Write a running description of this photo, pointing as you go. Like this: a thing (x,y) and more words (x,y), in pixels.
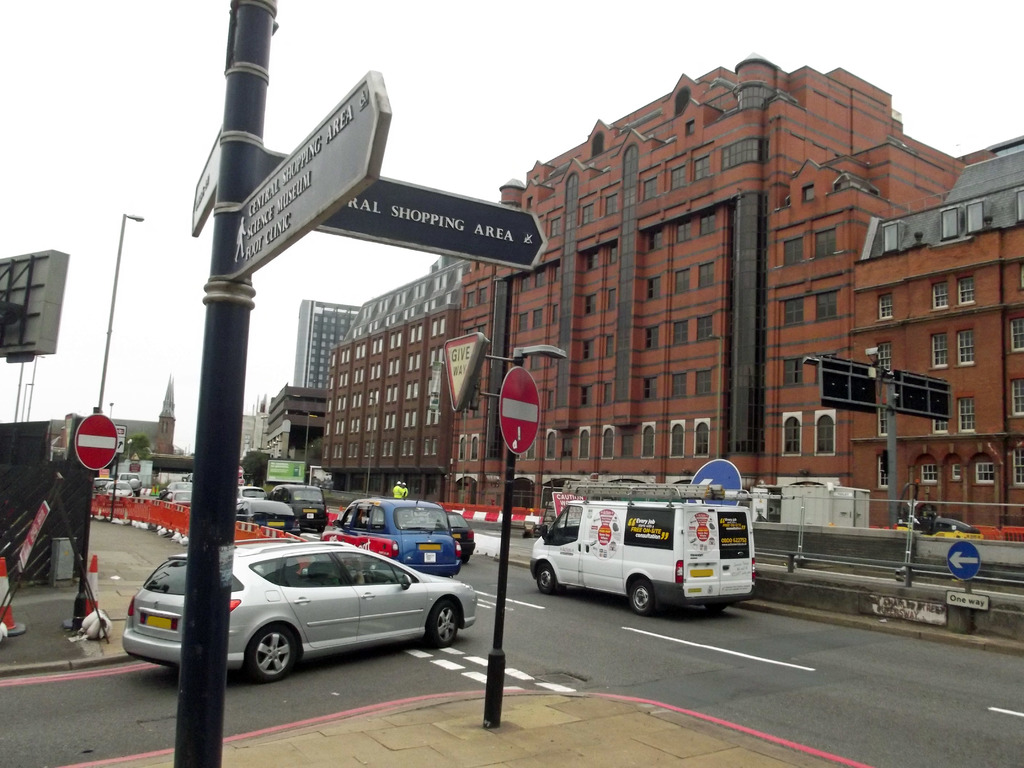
In this image I can see few vehicles (259,614) and few boards (482,228) attached to the pole (212,307). In the background (422,367) I can see few light poles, buildings (663,349) and the sky (139,92) is in white color.
